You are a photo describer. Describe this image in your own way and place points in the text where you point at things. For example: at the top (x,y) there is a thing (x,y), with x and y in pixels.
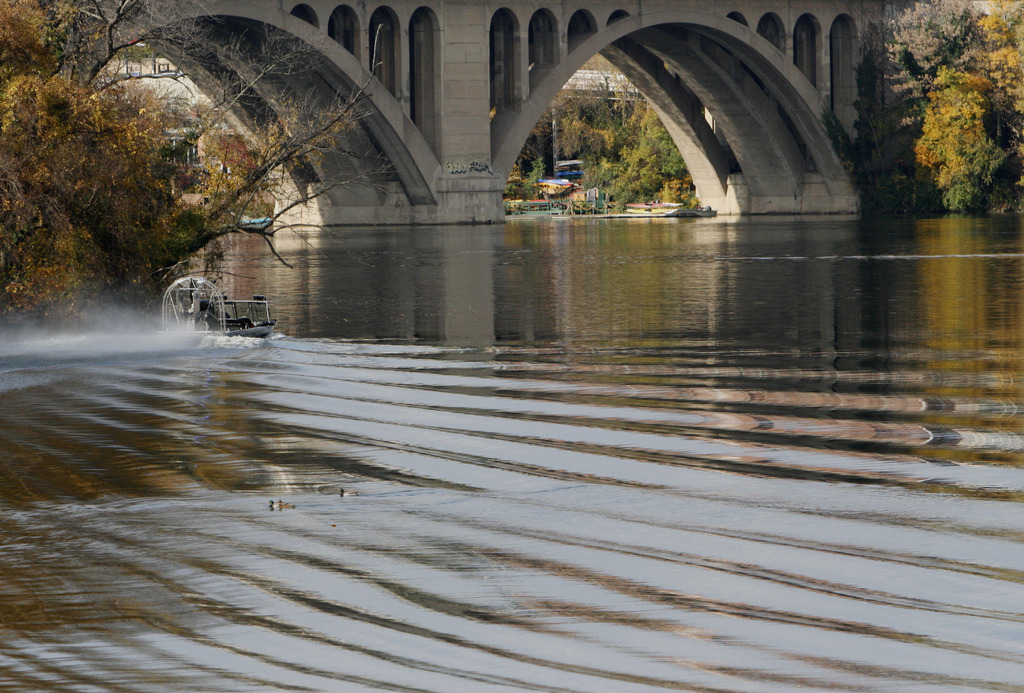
This image consists of a bridge (376,124) at the top (407,136). There are trees (135,215) at the top (334,149). There is the boat (206,303) on the left side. There is water (557,458) in the middle (567,442).
